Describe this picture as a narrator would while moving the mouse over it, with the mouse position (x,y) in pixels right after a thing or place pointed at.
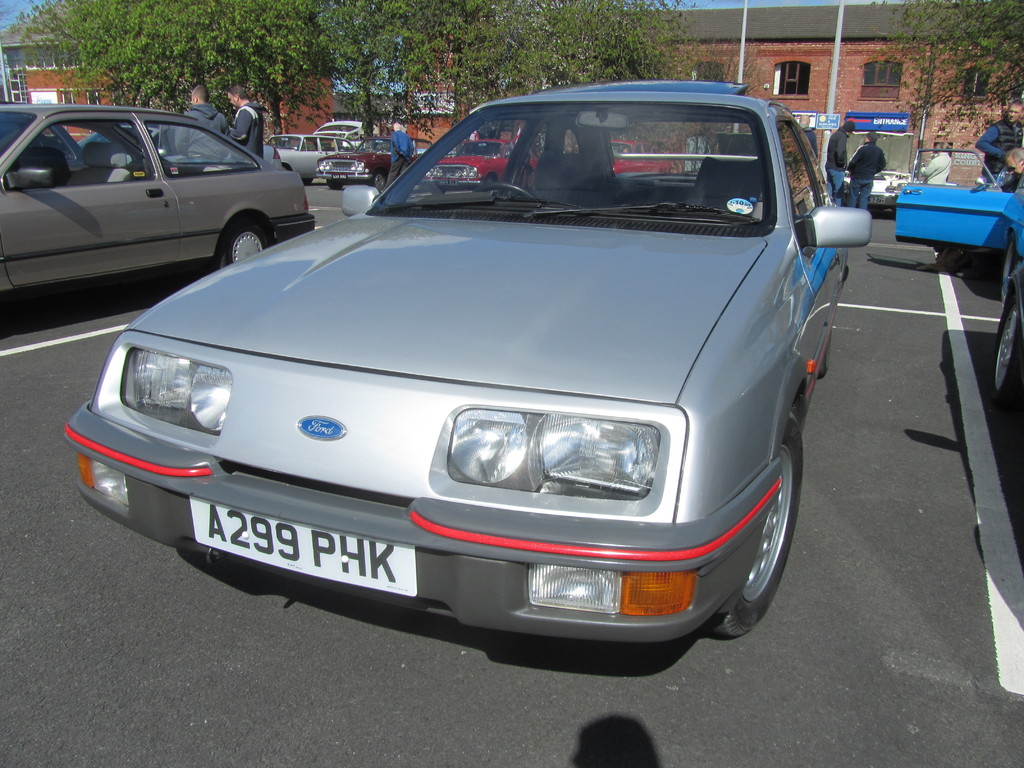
In this image we can see the vehicles (222,260) parked on the road (416,641). We can also see a few people (253,149) standing. In the background (271,117) we can see the houses (816,35), poles (839,20) and also trees (511,67). Some part of sky (13,16) is also visible.
